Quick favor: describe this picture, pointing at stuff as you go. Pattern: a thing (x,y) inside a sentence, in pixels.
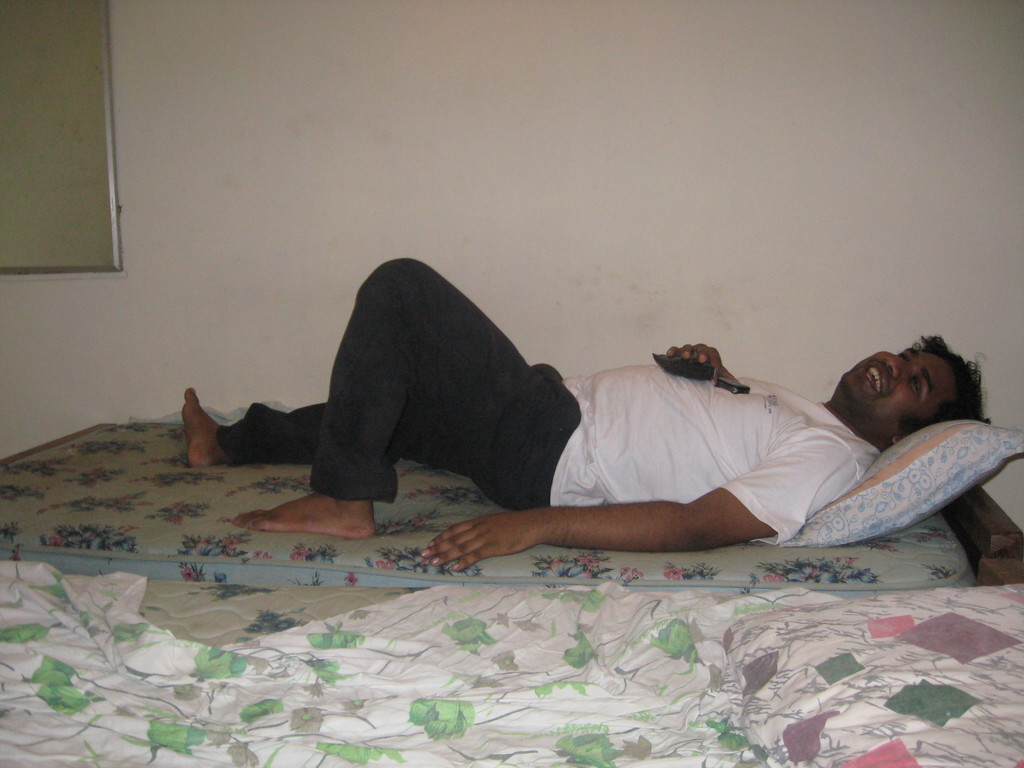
This image is clicked inside the room (772,341). There are 2 cots (371,580) and bed sheet (491,670) on the cot (333,693) which is in the bottom (543,613). There are 2 pillows (867,496). A man (666,484) is lying on the bed (179,484) which is in the middle of the image (397,499). The man (601,429) is wearing white shirt (729,430) and black pant (383,399), he is also smiling.
